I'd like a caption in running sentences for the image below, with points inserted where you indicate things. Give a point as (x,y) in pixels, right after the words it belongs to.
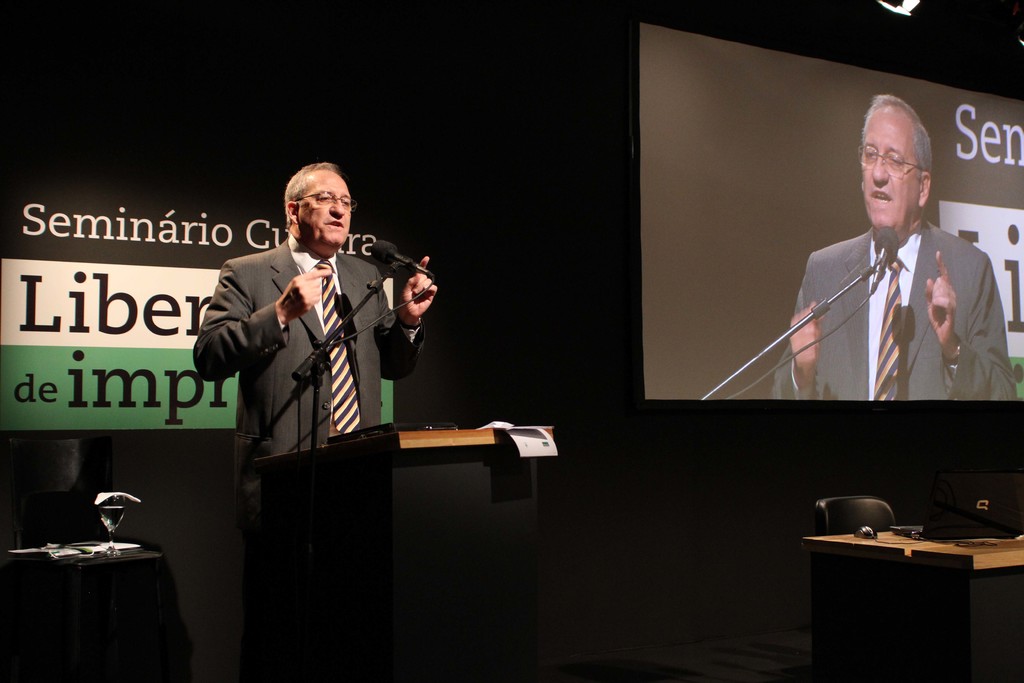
In this picture we can see a man (347,379) is standing and speaking something, there is a podium (399,507) and microphone (397,261) in front of him, on the right side (891,613) we can see a table (928,597) and a chair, there is a laptop (959,516) on the table (926,544), we can see a screen (932,343) on the right side (876,140), we can see a person (886,293) on the screen (910,262), on the left side (125,342) there is some text (191,318), we can also see a table (123,556) at the left bottom (81,556), there is a glass (106,515) and papers (103,545) present on the table (106,563).
